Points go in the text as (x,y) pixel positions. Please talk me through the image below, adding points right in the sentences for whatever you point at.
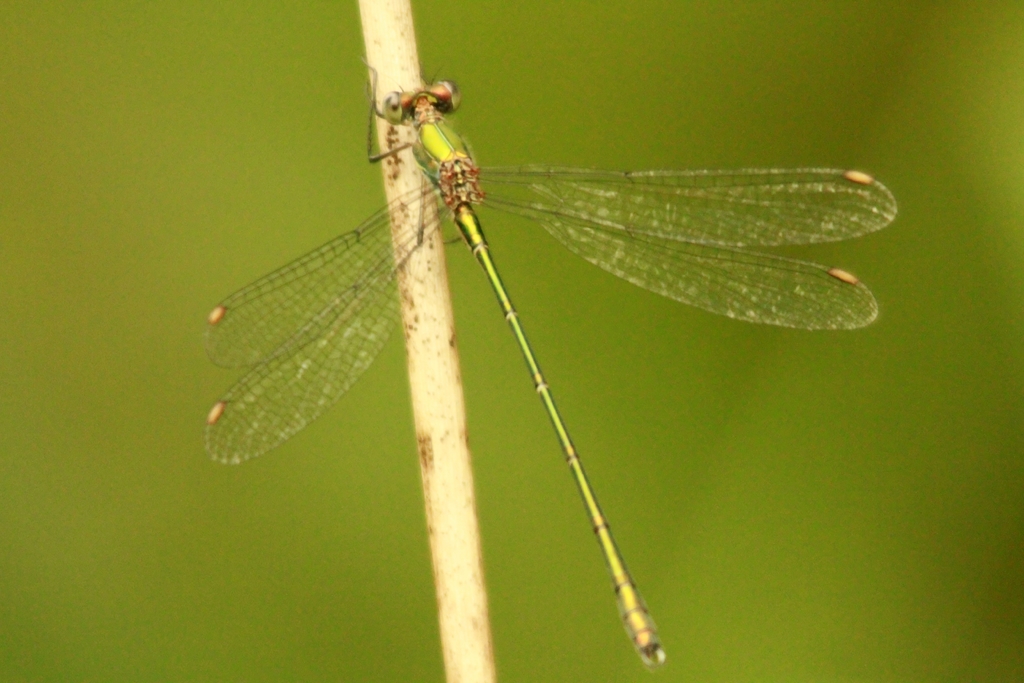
In this picture, we see a dragonfly (466,184). It is in green color. In the middle (448,303), we see a wooden stick (463,536). In the background (203,403), it is green in color.
